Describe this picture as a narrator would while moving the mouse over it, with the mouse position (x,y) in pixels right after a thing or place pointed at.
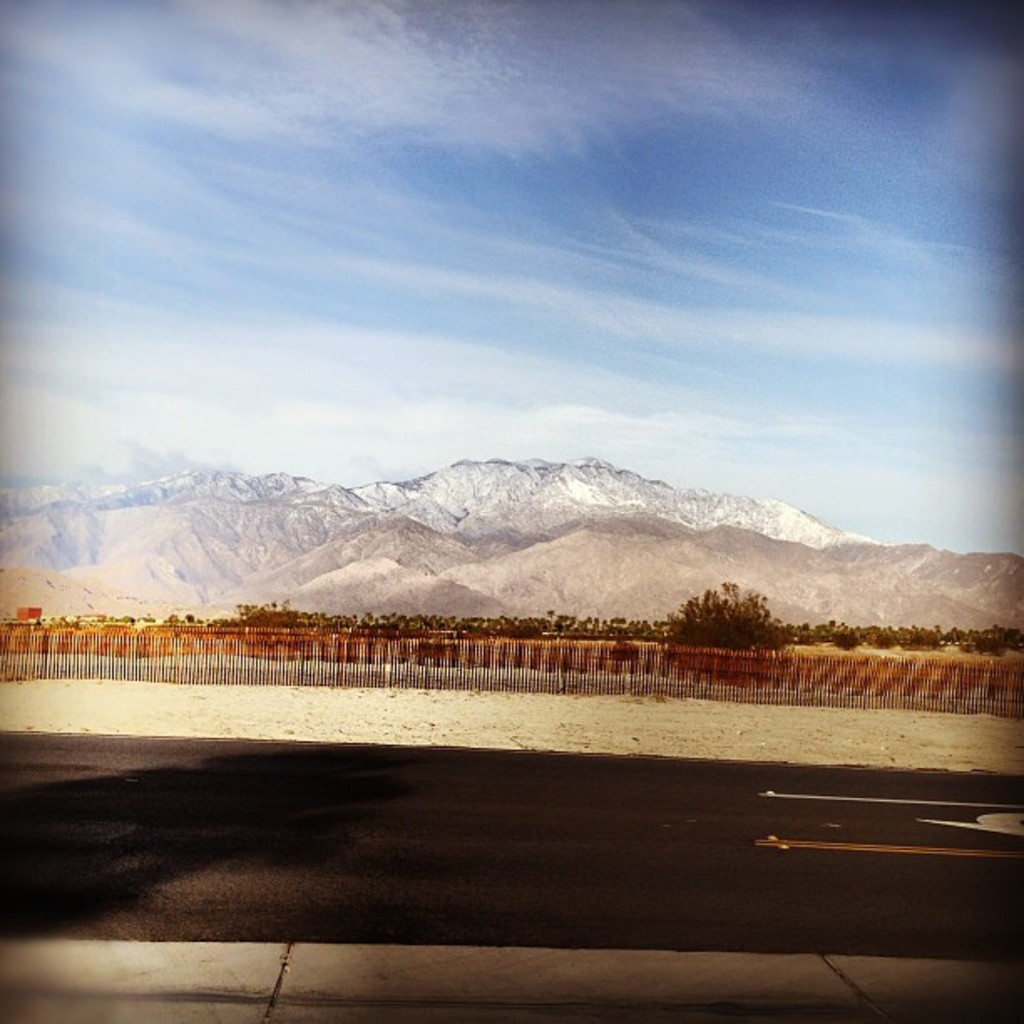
This is an edited picture. In this image there are mountains (860,617) and trees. In the foreground (571,671) there is a fence (766,657). At the top (311,85) there is sky (511,348) and there are clouds (587,281). At the bottom (735,864) there is a road (519,858) and there is ground (499,710).
